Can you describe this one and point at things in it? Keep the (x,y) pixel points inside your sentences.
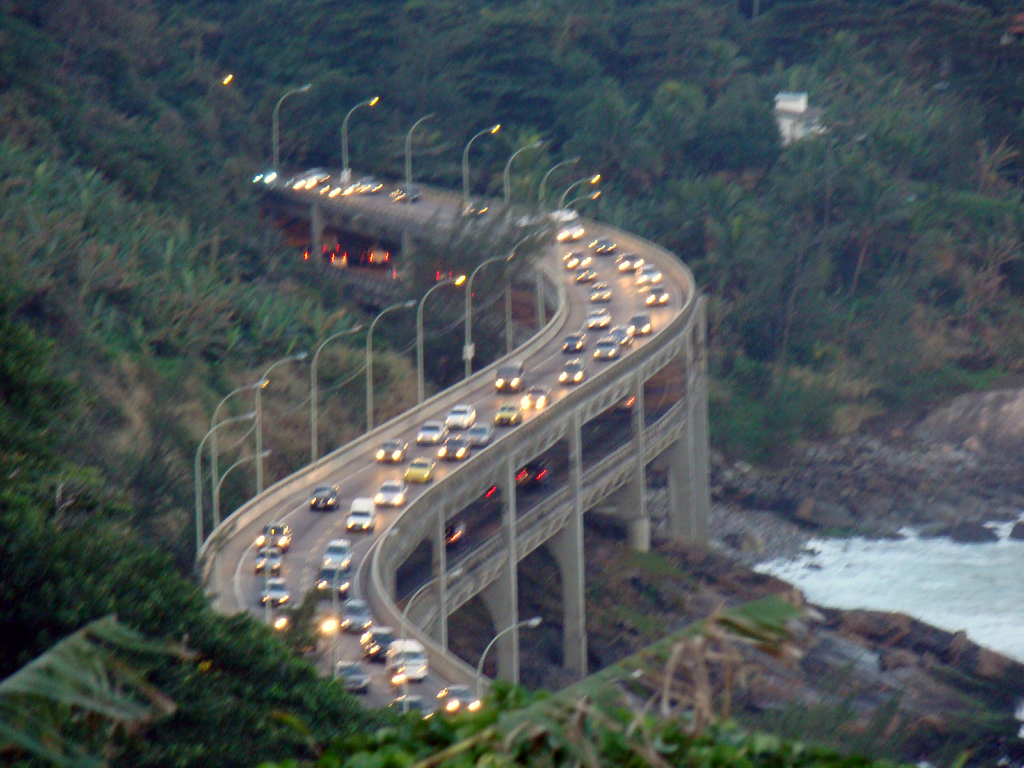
In this image, we can see some water (969,589) and the bridge (564,243). We can also see some vehicles (523,373), poles (371,379) with lights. We can see the ground (784,697) with some objects (797,691). We can also see some trees (761,377).
